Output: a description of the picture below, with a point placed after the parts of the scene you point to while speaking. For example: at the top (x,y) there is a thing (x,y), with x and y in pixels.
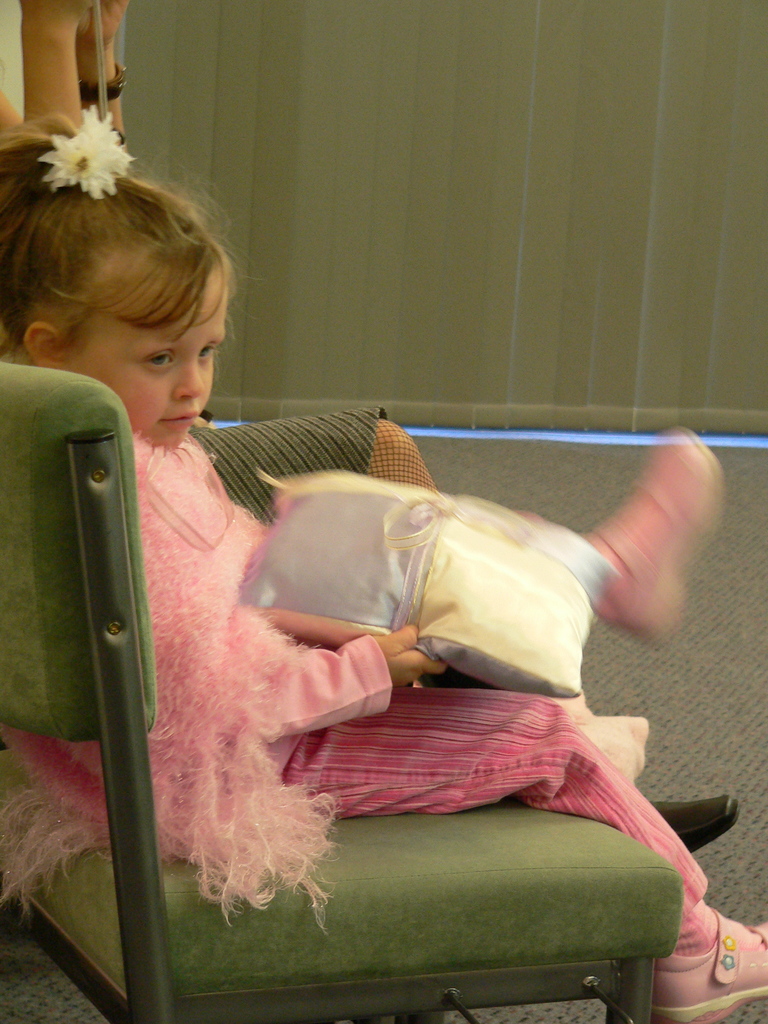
In this picture, a girl (208,573) is sitting on a green chair (215,924). The girl (239,697) is in pink dress (255,638) holding a pillow (371,579). Background of this girl (186,478) is a wall (277,265) which is in green color.
